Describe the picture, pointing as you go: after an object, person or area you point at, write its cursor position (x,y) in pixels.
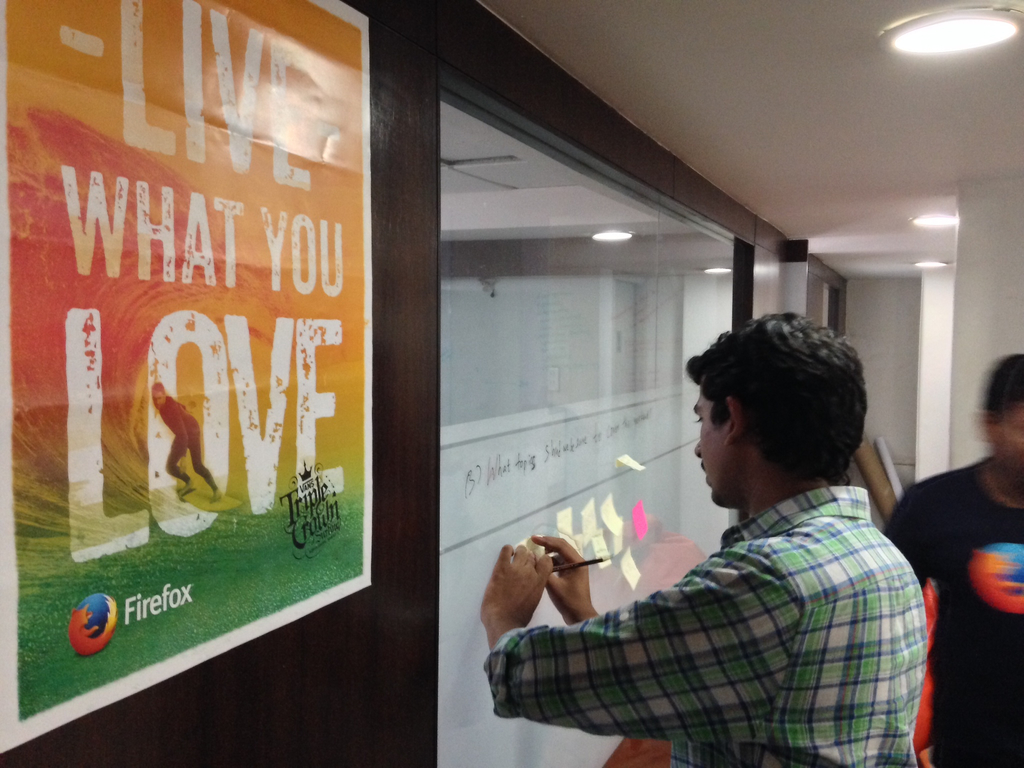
In this picture we can see a poster (271,32) on the left side (267,608). There is a person (638,621) holding objects (579,566) in his hands (563,570). We can see some lights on top. There are colorful papers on the glass (546,247). A person (906,534) is visible on the right side (906,521).
